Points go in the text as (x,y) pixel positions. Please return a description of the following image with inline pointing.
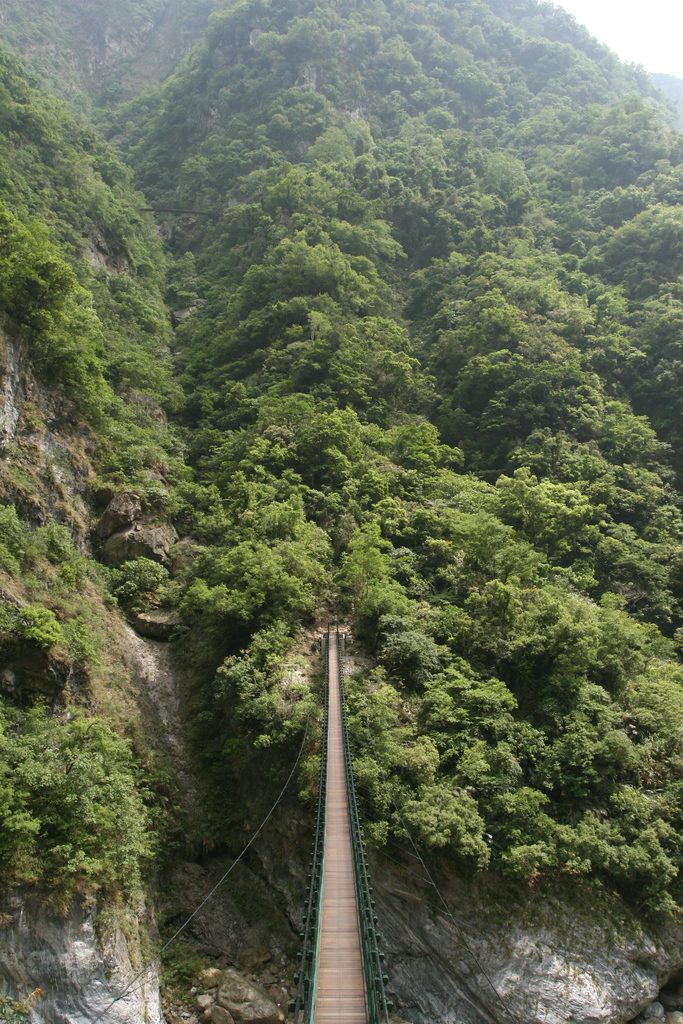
In this picture we can see a walkway (340,747). There are a few rocks (443,1004) visible at the bottom of the picture (284,945). We can see a few trees (254,244) visible in the background (397,232).
